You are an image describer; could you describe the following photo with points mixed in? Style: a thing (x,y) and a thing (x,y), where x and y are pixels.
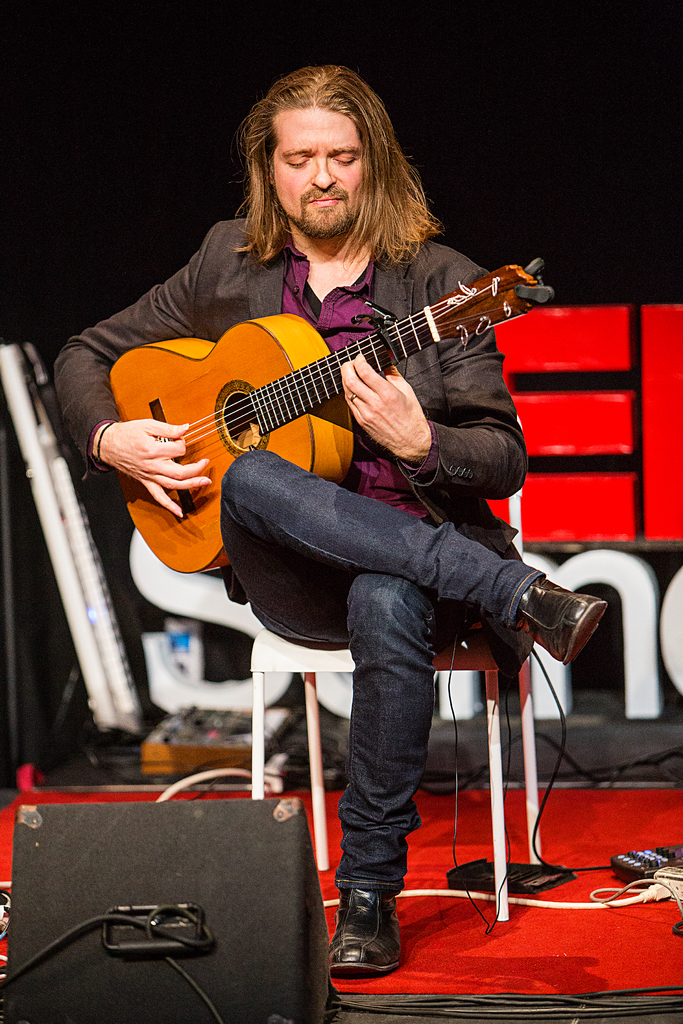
This picture shows a man (465,530) seated on the chair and playing guitar (311,419).
